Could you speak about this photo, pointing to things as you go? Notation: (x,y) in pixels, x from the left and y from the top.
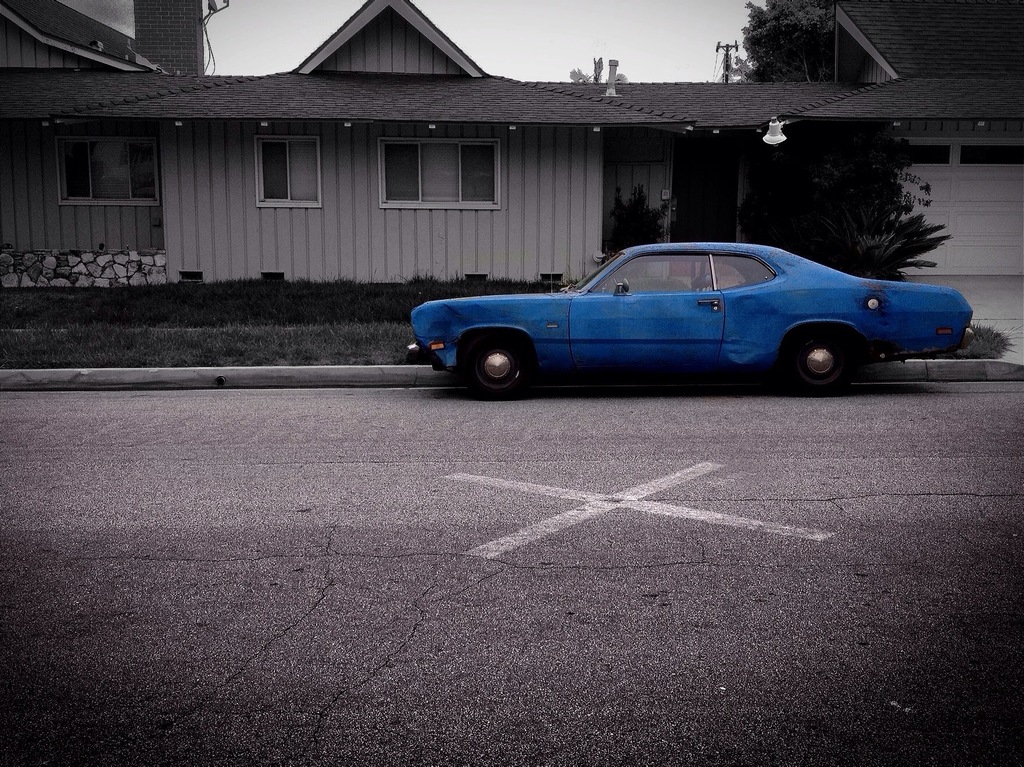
In this image I can see the blue color vehicle (648,255) on the road (601,499). To the side of the vehicle (790,268) I can see the plants (632,222) and the house (464,161) with windows (266,169). In the background (545,69) I can see the trees (773,39) and the sky (531,47).
